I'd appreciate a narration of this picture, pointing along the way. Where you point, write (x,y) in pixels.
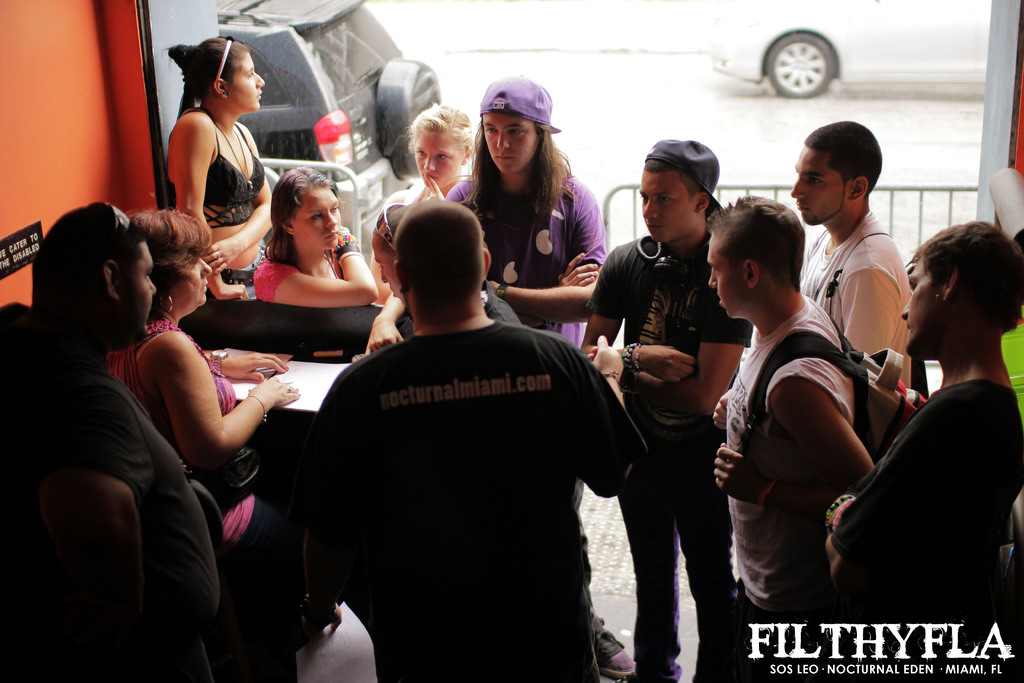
In this picture I can see few people (599,302) are standing and couple of them (219,499) are sitting and I can see couple of cars (366,150) on the road (617,106) and I can see couple of them (687,160) are wearing caps (675,149) on their heads (534,154) and I can see text (834,646) at the bottom right corner of the picture (934,642).
